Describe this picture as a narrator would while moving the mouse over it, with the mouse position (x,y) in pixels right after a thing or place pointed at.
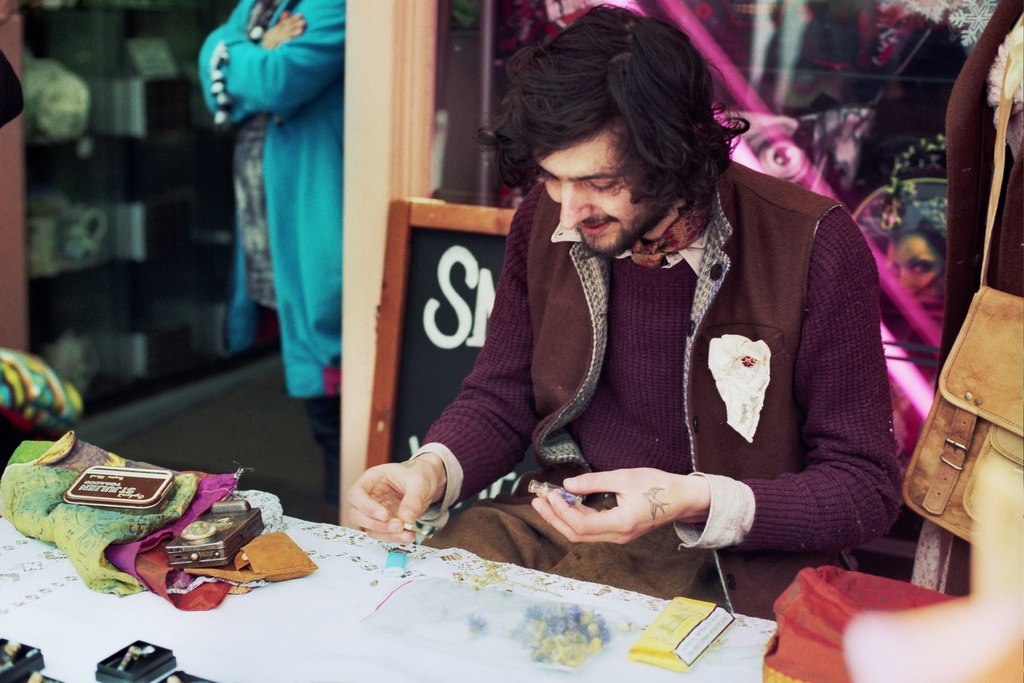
At the bottom of the image (368,569) on the table (420,569) there are boxes (220,520), clothes (31,530) and some other things (447,588). Behind the table (291,589) there is a man (672,425) sitting and holding something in his hand (626,500). Behind him there is a board (430,262) with a text (463,255) on it. And also there is a glass wall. Behind the glass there are few objects (892,61). Beside the glass wall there is a person (264,87) standing. On the right corner of the image (1013,399) there is a bag (1000,389). And there is a blur background (281,53).
